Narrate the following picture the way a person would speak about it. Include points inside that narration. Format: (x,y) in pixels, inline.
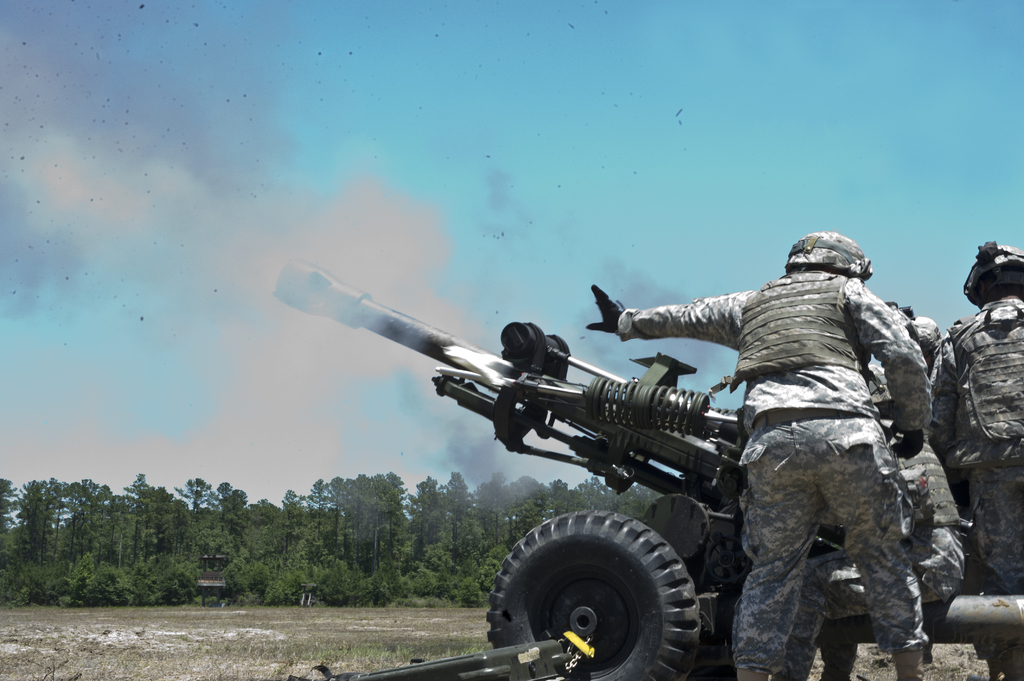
In this image, we can see a group of people (897,550) near the cannon (602,421). Background (322,584) there are so many trees (472,554) and hut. At the bottom (163,661), there is a grass (191,660). Top of the image (472,186), we can see the sky (221,211) and smoke (180,249).
